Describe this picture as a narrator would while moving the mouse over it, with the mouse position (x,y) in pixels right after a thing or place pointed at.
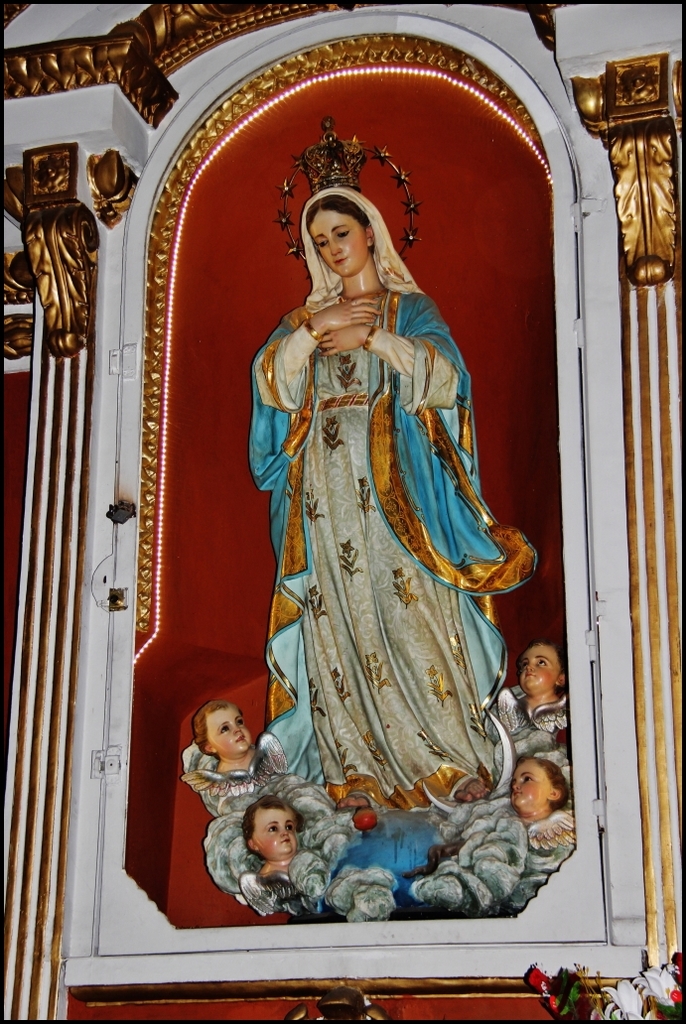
In this image there are sculptures (336,704).
